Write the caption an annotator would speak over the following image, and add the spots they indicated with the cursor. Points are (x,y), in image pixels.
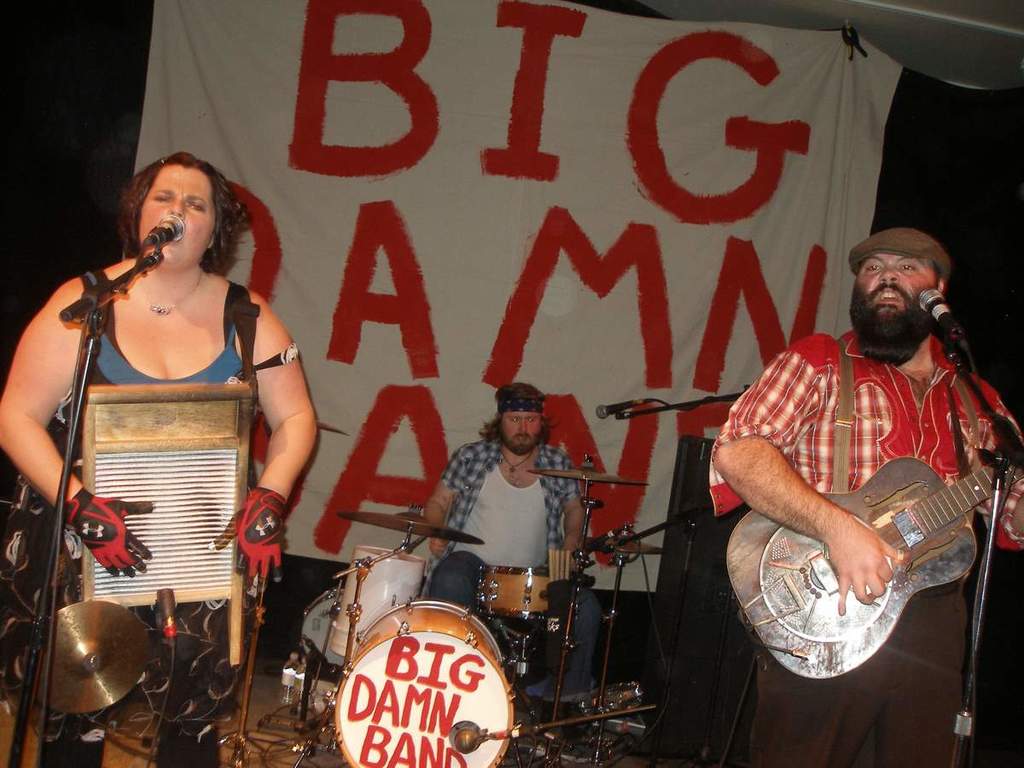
This woman (197,321) is standing and singing in-front of mic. This man (919,459) is playing a guitar (816,609) and singing in-front of mic (956,345). This is white banner (565,214). This man (521,466) is sitting and playing these musical instruments (524,575).
